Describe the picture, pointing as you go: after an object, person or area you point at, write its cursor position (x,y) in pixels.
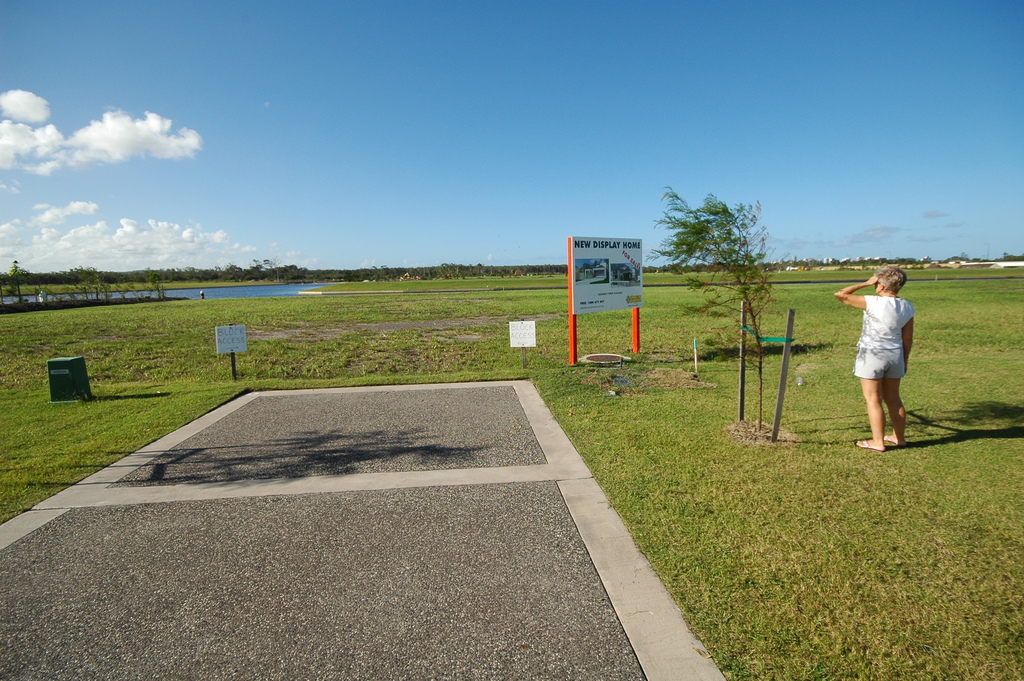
In this image there is a ground (727,347), on which there is a board (587,261), on which there is a text (595,245), poles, plants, water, person (867,345), at the top (603,167) there is the sky (603,167).
